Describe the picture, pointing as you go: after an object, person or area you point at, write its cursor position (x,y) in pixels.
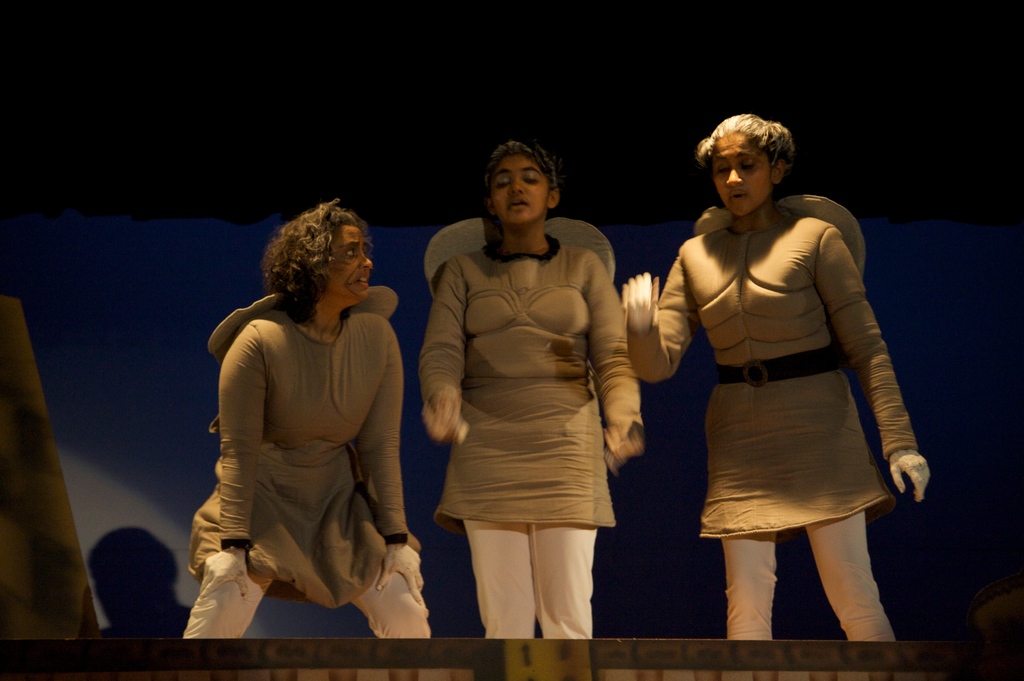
In this image, three people (435,421) are standing and wearing costumes (511,437). Background (119,390) we can see blue and black color.
